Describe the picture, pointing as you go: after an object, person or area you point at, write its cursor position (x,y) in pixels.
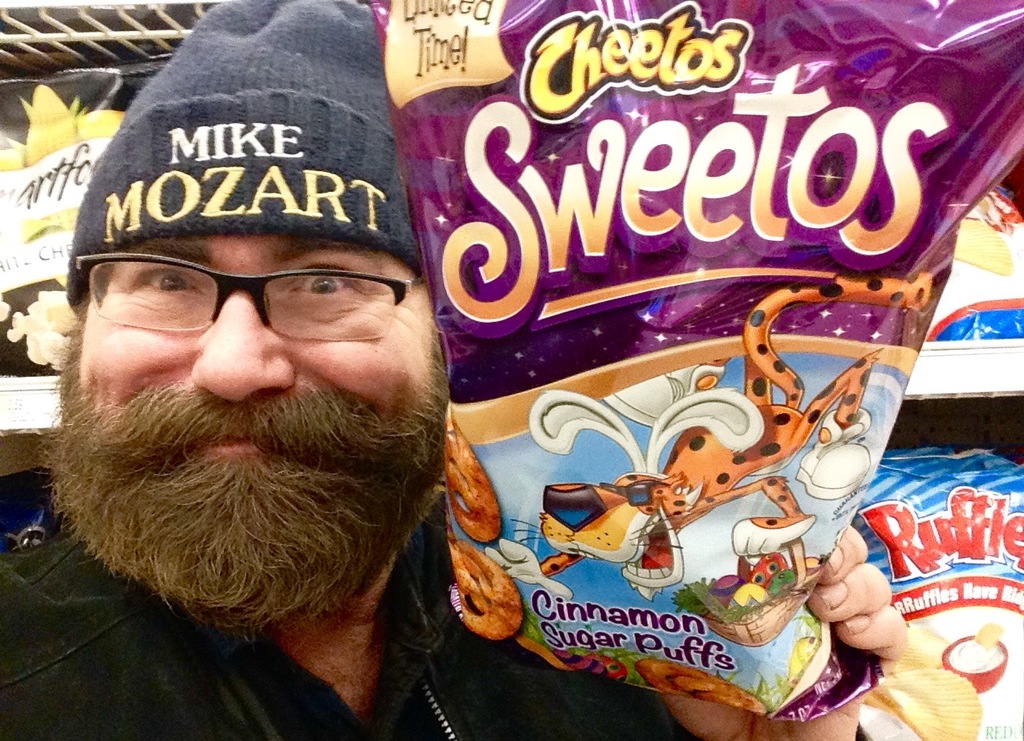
In this image we can see a person (314,631) holding a packet (714,385) with some text (776,169) in his hand (848,630). In the background (1007,673), we can see group of objects (60,146) placed in racks (24,35).
